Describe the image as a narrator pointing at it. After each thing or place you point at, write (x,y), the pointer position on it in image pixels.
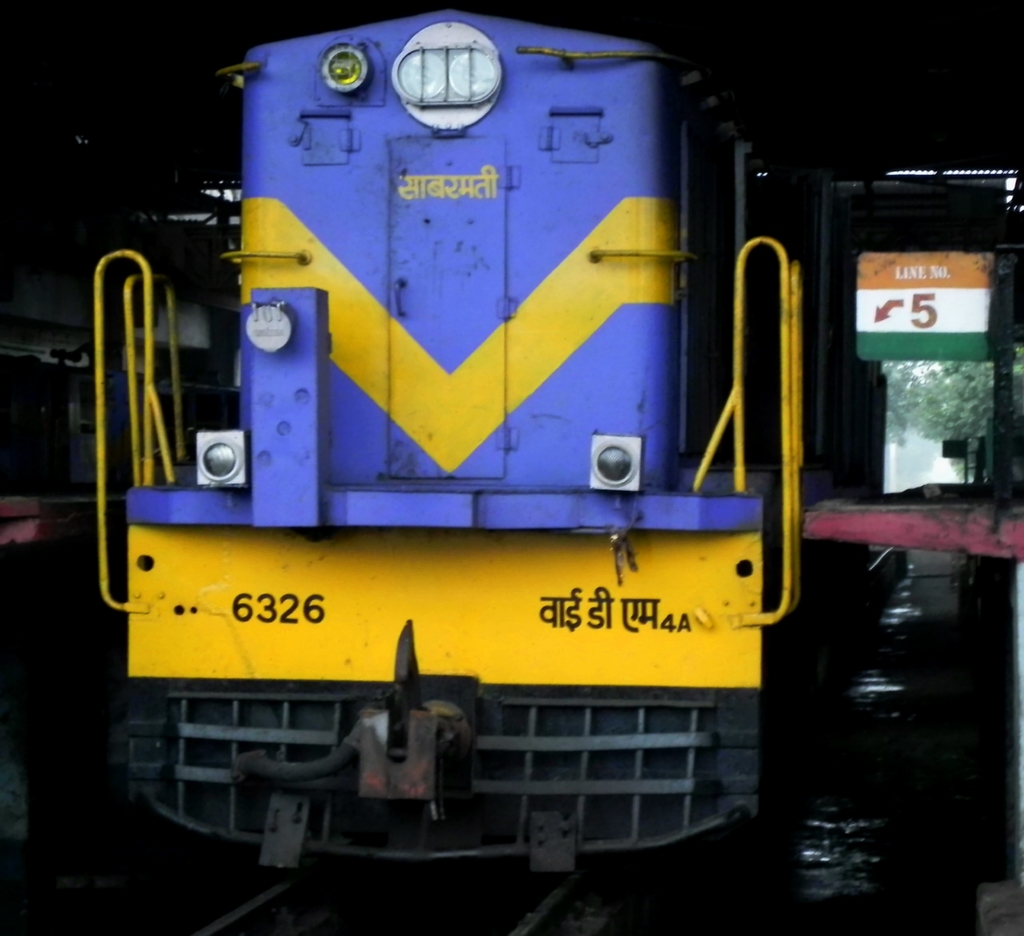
In this image I can see the train (503,681) on the track (520,892). To the right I can see the board (907,355). In the background (918,411) I can see the trees (921,401).
